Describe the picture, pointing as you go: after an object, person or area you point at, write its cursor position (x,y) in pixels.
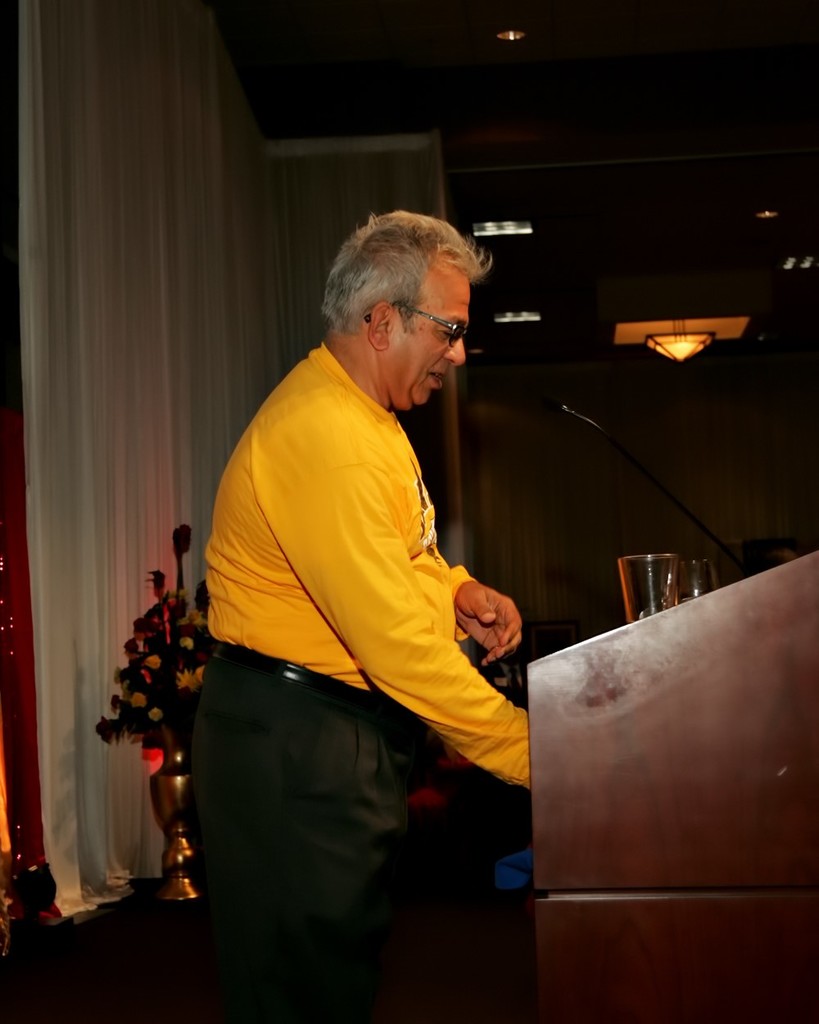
On the left side (271,606), there is a person (496,749) in a yellow color t-shirt (496,749), smiling and standing in front of a wooden stand (742,589), on which there are two glasses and a microphone (728,550) arranged. In the background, there is a flower vase (114,681), there is a curtain (293,181) and other objects (429,795).
